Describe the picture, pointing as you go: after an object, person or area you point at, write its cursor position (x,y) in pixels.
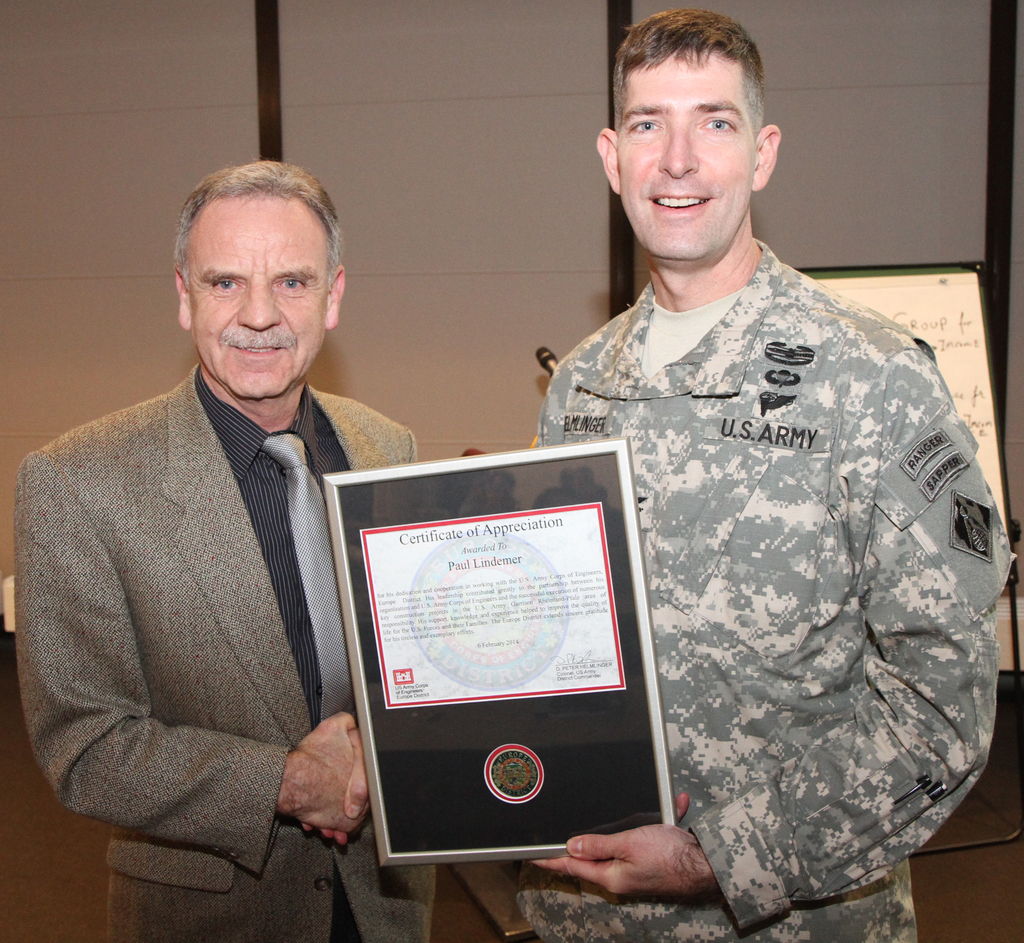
In this image, we can see a old man (289,641) in a suit (169,613). Right side of the image (742,554), a person (742,554) in a military dress (794,630). They are both seeing and smiling. Here a person (351,779) is holding a frame (506,796). Background (469,139) there is a wall (533,301), microphone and white board (893,330).
